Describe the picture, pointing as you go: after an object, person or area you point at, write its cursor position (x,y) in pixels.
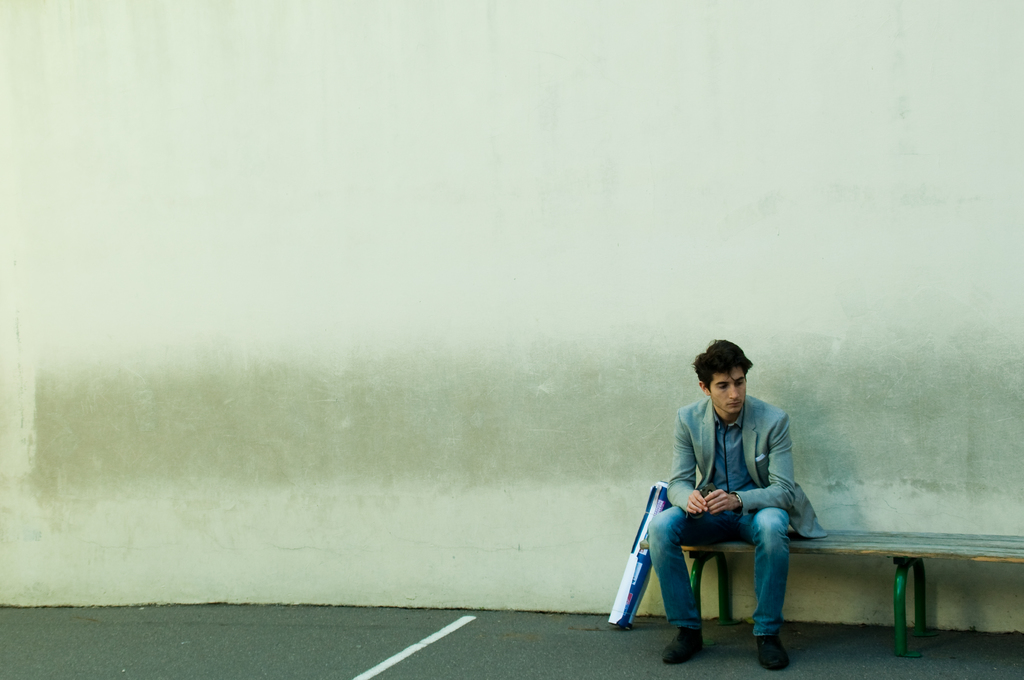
there is a person (677,444) sitting on a bench (723,550).
